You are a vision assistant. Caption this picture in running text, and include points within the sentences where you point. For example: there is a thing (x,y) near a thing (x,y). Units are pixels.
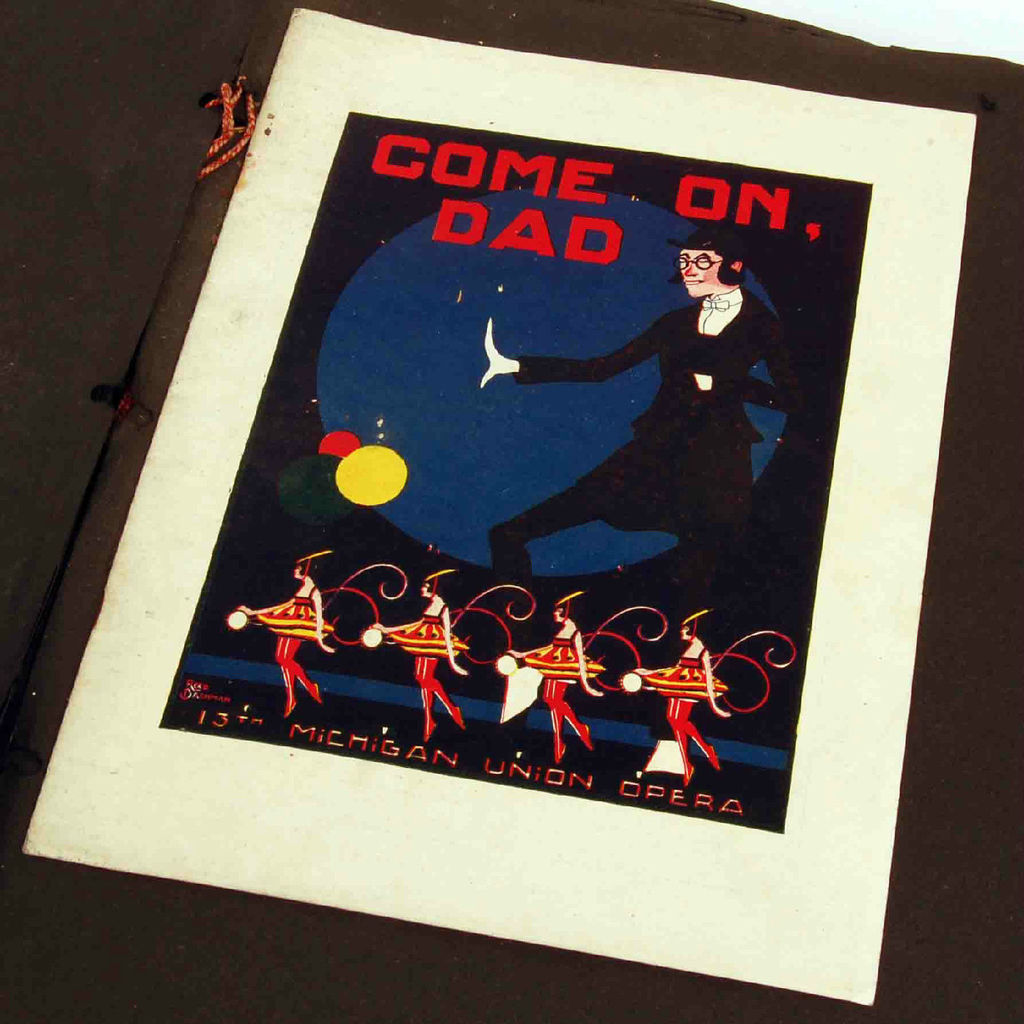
In the image there is a black paper (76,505) on which boundaries (869,341) are made with white colour and there is written "Come On Dad". A circle (491,270) in between which is filled with blue colour and a person (710,344) standing beside it wearing glasses (707,269). Four girls (585,670) are dancing and there is written "13th Michigan Union Opera".
